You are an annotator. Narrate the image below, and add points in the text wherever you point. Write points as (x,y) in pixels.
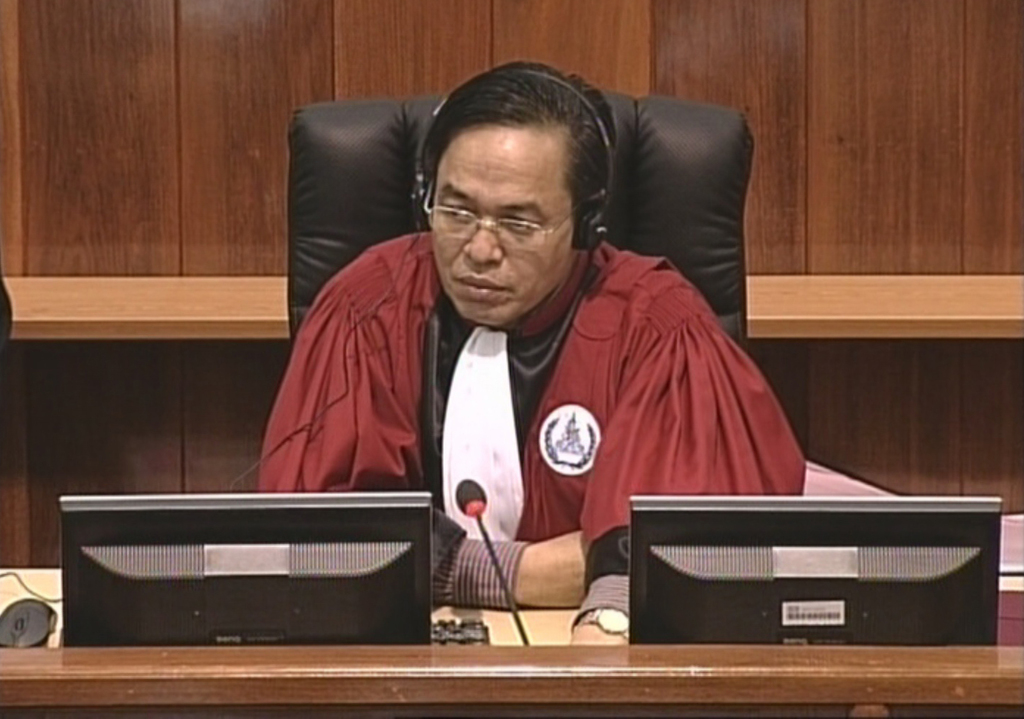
In this picture there is a man (728,369) sitting on chair (705,263) in front of a table (547,628). He is wearing a red jacket (626,440), spectacle (518,234) and headphones (590,235). On the table (537,620) there are monitors (413,602), keyboard (471,635), mouse (33,625), cables (40,598) and microphones (463,506). In the background (116,201) there is a wooden wall (293,55).
